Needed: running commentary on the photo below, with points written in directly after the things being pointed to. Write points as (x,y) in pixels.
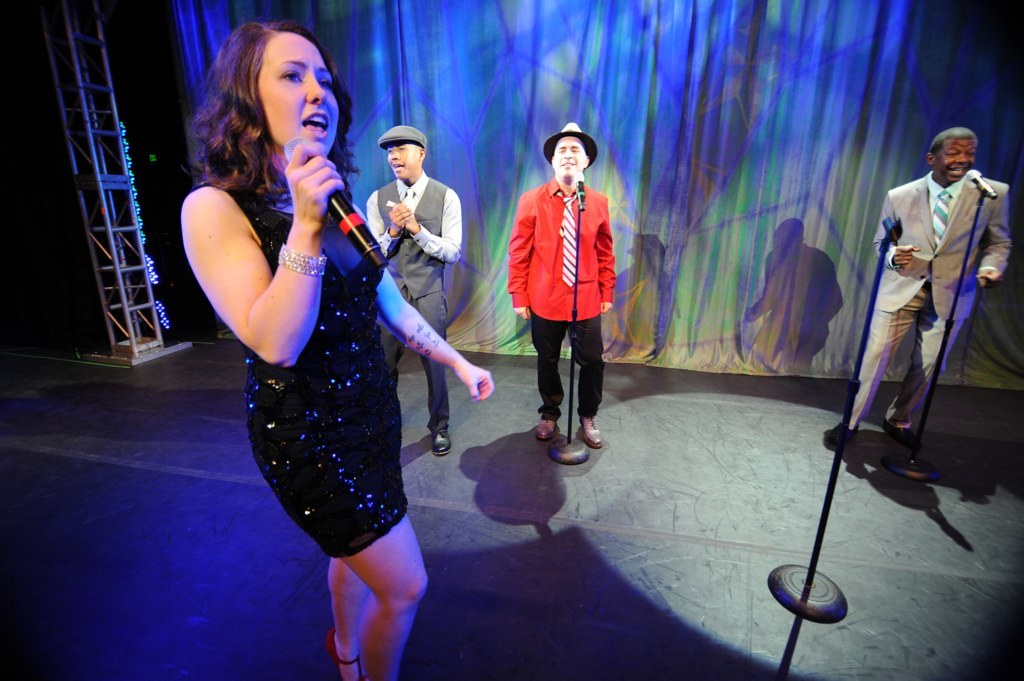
In this image in the foreground (343,333) there is one woman (331,253) standing, and she is holding a mike (358,246) it seems that she is singing. And in the background (952,265) there are three persons (910,265) standing and also there are three mikes (966,265) it seems that they are singing. In the background (744,98) there is a curtain (653,107), tower (144,287). At the bottom (473,513) there is stage (189,569).
